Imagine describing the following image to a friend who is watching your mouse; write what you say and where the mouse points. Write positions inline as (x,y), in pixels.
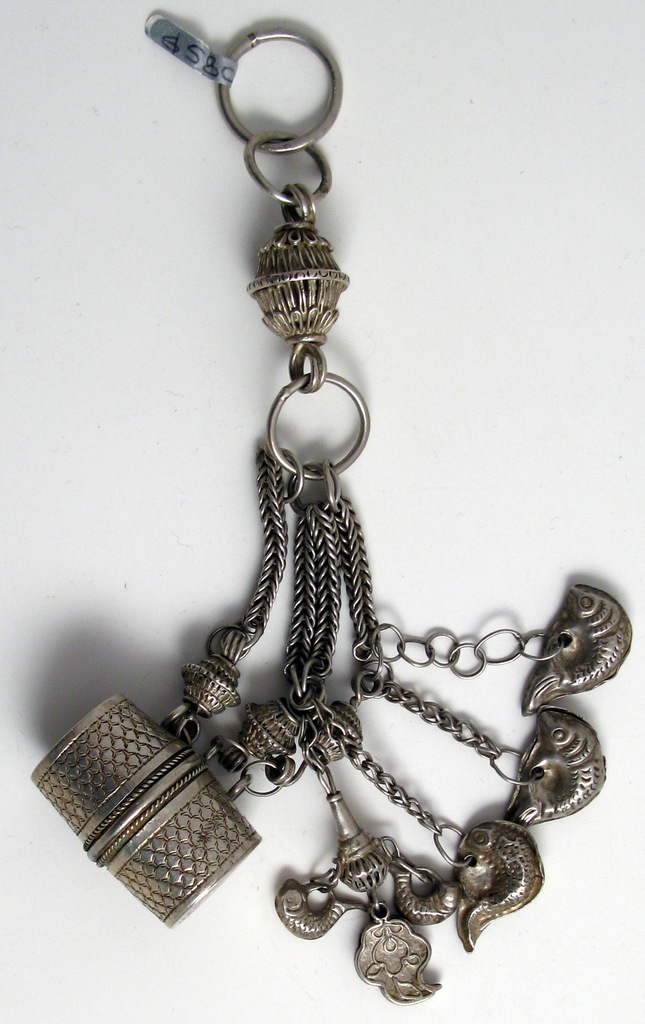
This is a keychain (303,603). I can see the rings (324,185), chains (351,538), artificial drum (178,798) and few other things (349,865) are linked to one another. This looks like a tag (201,69). The background (206,103) looks white in color.
